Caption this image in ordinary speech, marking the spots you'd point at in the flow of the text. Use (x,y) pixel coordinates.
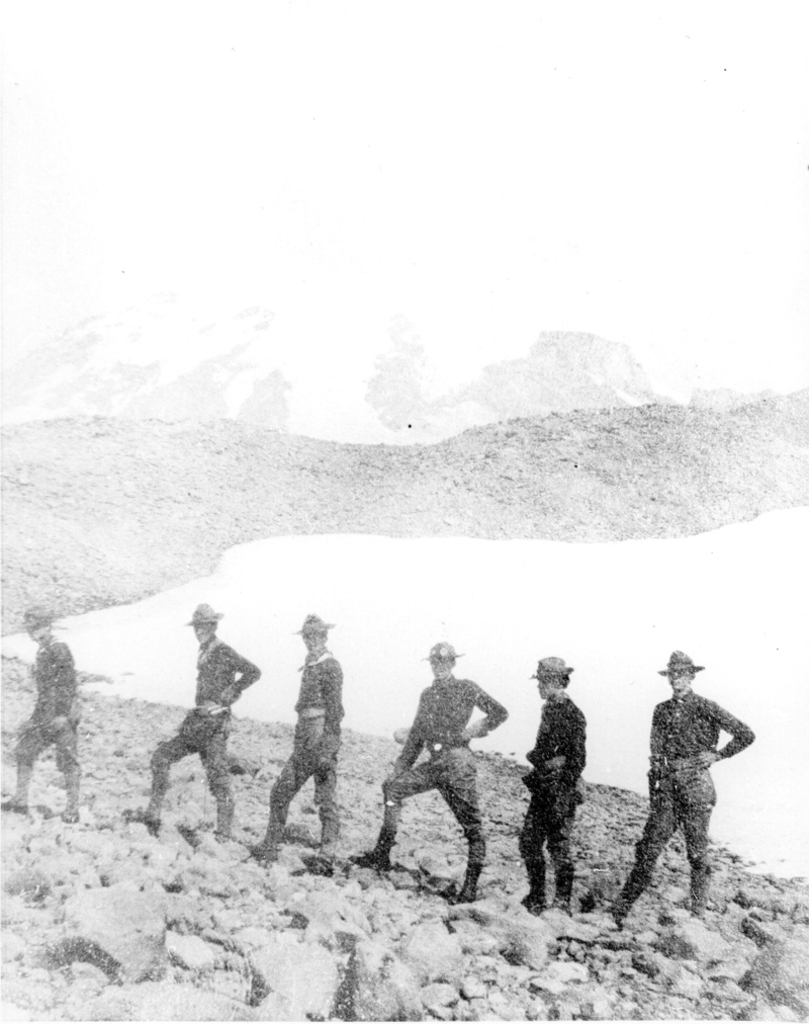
It is the old black and white image in which there are six men (561,749) who are standing on the stones (160,858) in the line.
